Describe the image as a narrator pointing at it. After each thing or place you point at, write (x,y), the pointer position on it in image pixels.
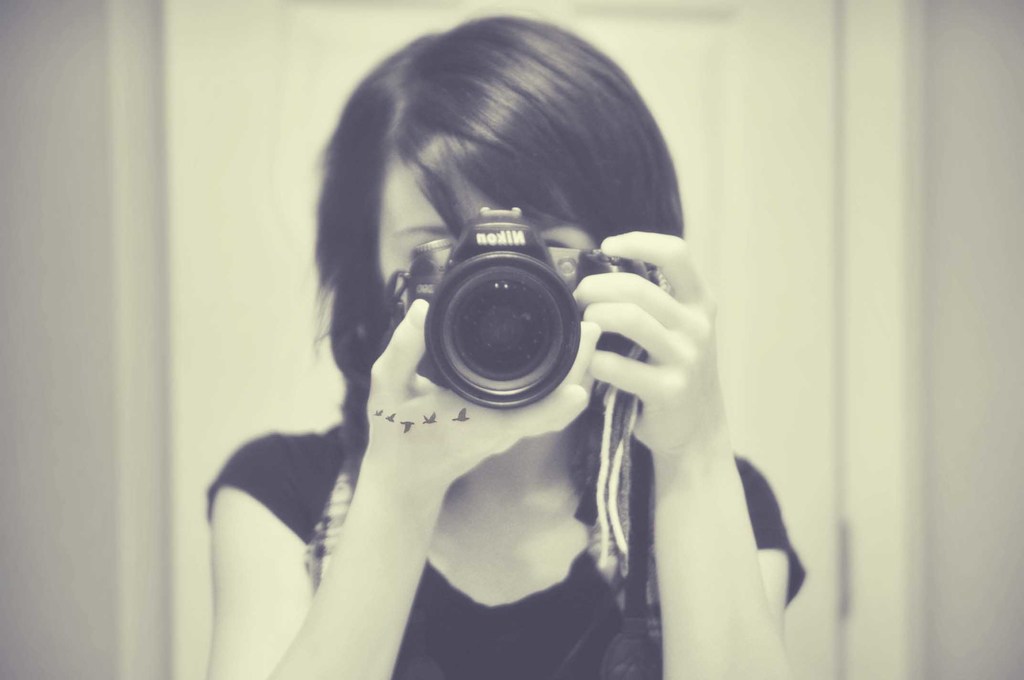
In this image I can see the person (308,491) holding a camera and the person (523,604) is wearing black color dress (545,656) and I can see white color background (745,23).
